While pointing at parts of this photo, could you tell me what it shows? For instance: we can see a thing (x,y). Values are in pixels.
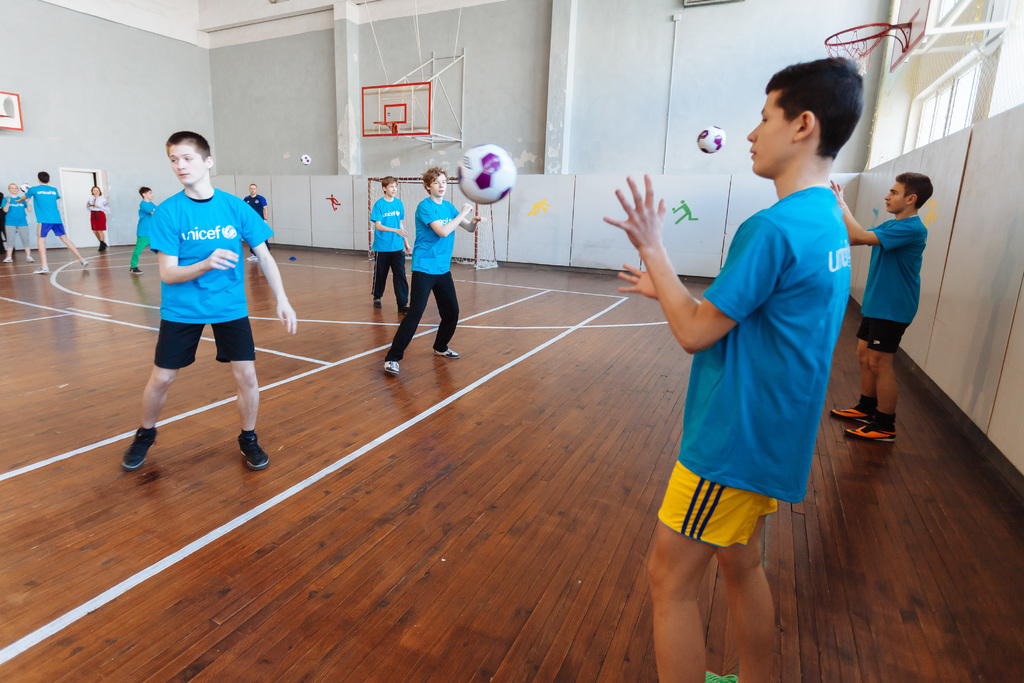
In this image I can see few persons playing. I can see two basketball nets (430,107).
